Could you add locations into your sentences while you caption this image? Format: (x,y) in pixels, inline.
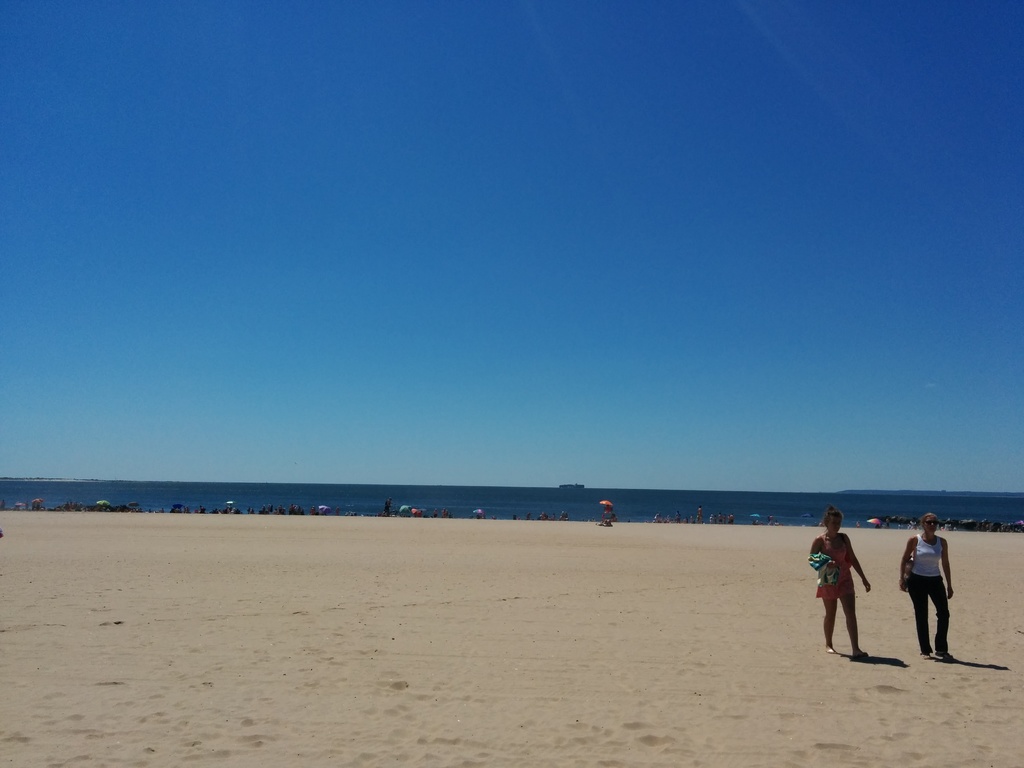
There are two women (940,627) walking on the sand surface (864,649) of the ground (527,537). In the background (764,513), there are persons (858,525) near an ocean (614,512) and there is blue sky (875,295).
